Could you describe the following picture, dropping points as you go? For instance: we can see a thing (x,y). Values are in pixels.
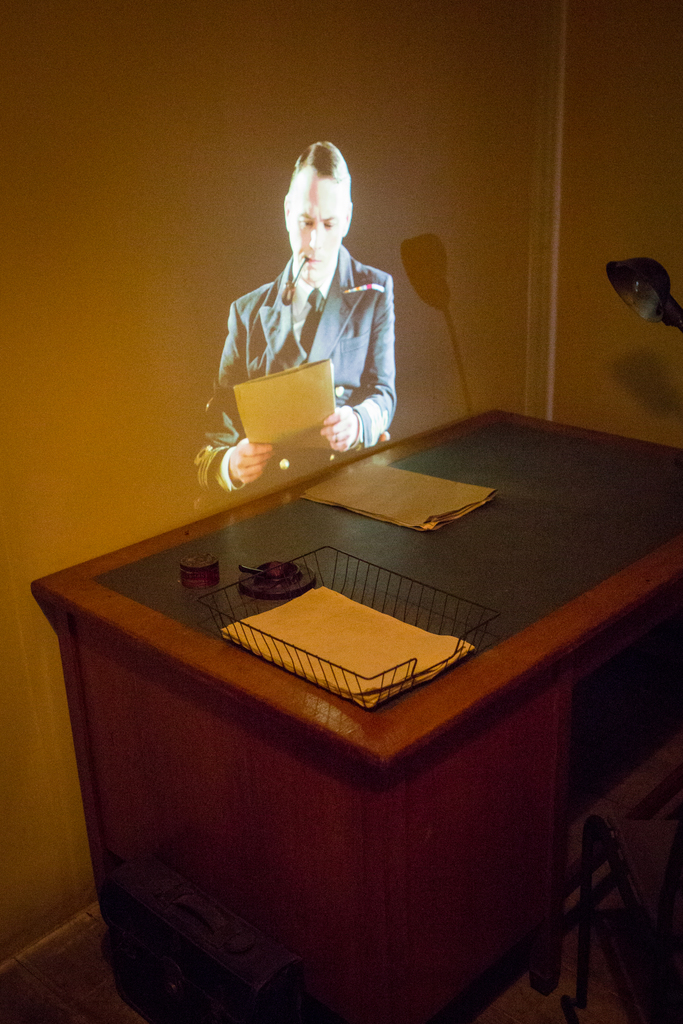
At the bottom of this image (254,843), there is a table (232,854), on which there is a file (471,489), a basket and other objects (204,575). In the basket (379,626), there is a file (367,612). On the right side (682,317), there is a light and an object (673,872). In the background (388,176), there is a display (337,282) on a wall (361,159). In the display (347,438), there is a person (351,426) holding a file (322,403).
